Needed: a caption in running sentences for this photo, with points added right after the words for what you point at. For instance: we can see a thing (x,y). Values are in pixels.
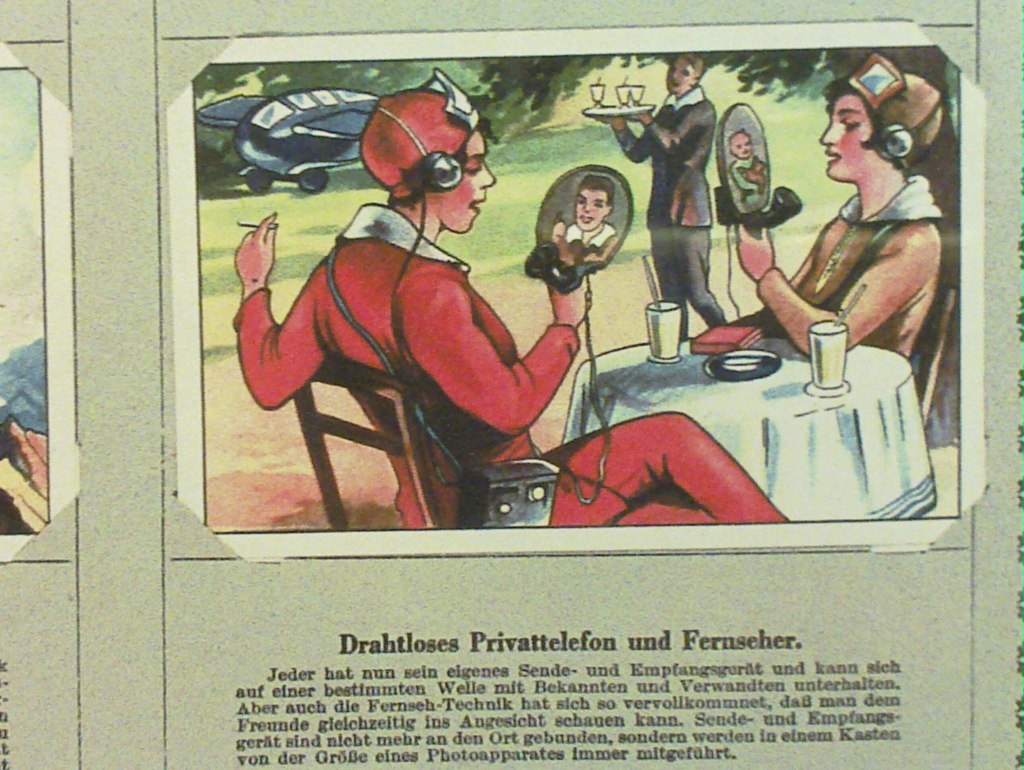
In this picture, where we can see depiction poster (521,308) and text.
